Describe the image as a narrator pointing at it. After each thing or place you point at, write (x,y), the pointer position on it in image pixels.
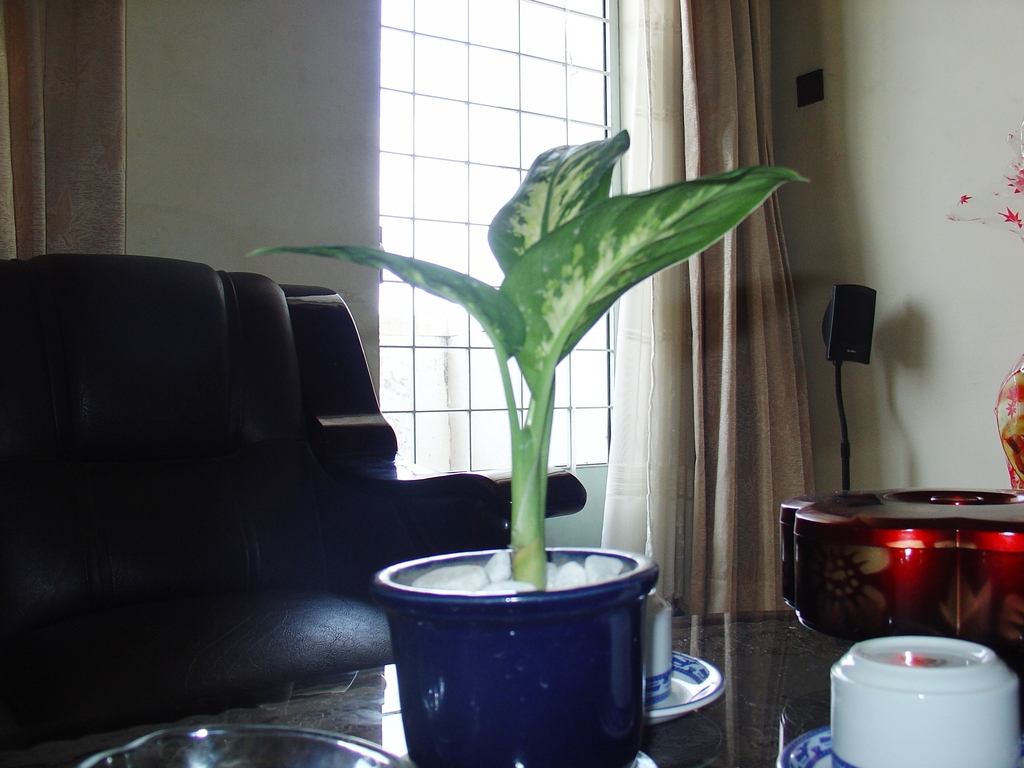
In this image in front (880,715) there is a flower pot (512,581) and a few other objects (668,666) on the table (761,664). In front of the table (373,677) there is a couch (203,339). There is a window (456,180). There are curtains (763,98). On the right side of the image (945,161) there is a wall (930,210). There is a flower pot (1000,411).
